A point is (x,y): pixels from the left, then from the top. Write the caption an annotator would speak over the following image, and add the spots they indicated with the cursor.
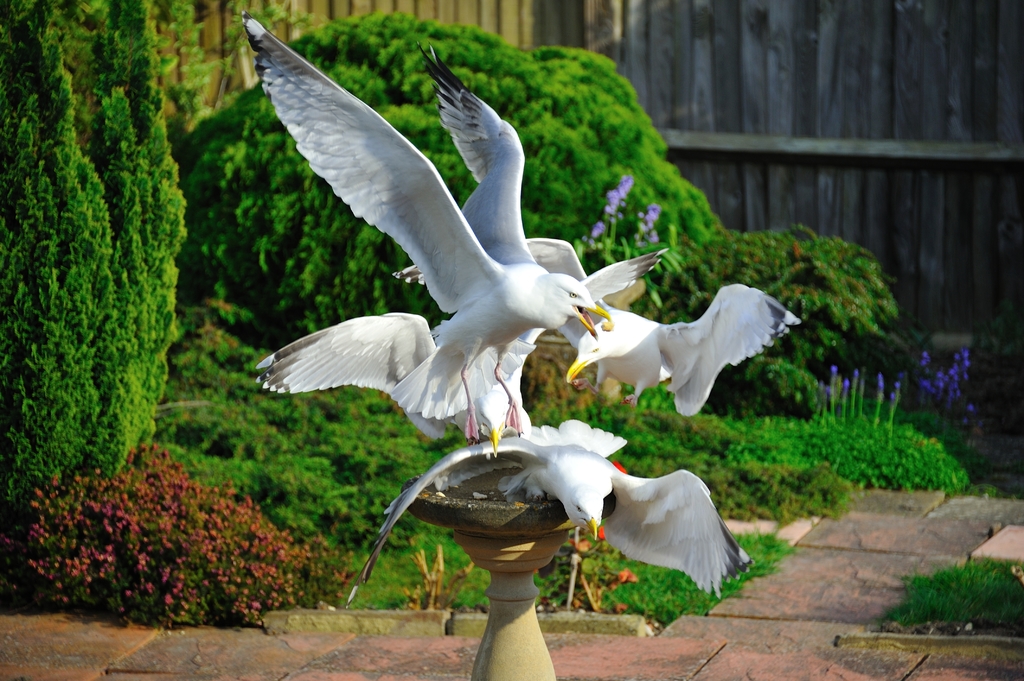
In the center of the image (572,340) there are birds (575,485). At the bottom (515,631) there is a pedestal (515,595). In the background (184,365) there are bushes (256,209) and a fence (640,56).
